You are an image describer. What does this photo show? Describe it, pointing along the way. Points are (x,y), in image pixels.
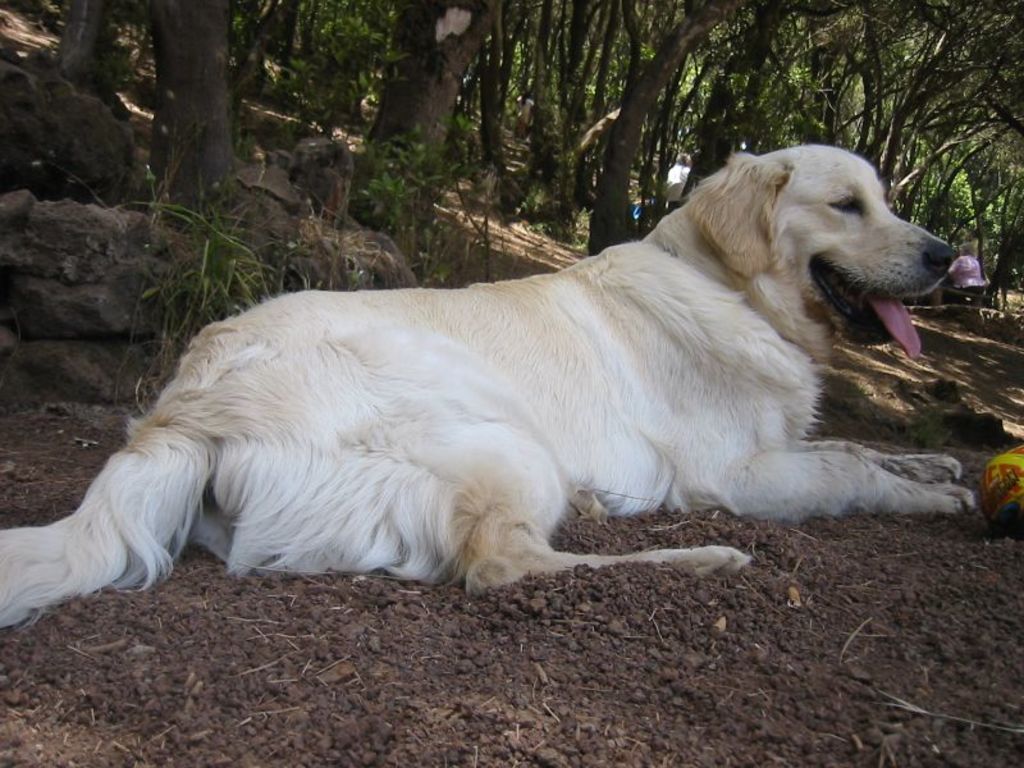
In this image I can see a dog (600,336) which is white, brown and black in color is lying on the ground (620,603). In the background (647,198) I can see few trees (582,120) and few other objects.
